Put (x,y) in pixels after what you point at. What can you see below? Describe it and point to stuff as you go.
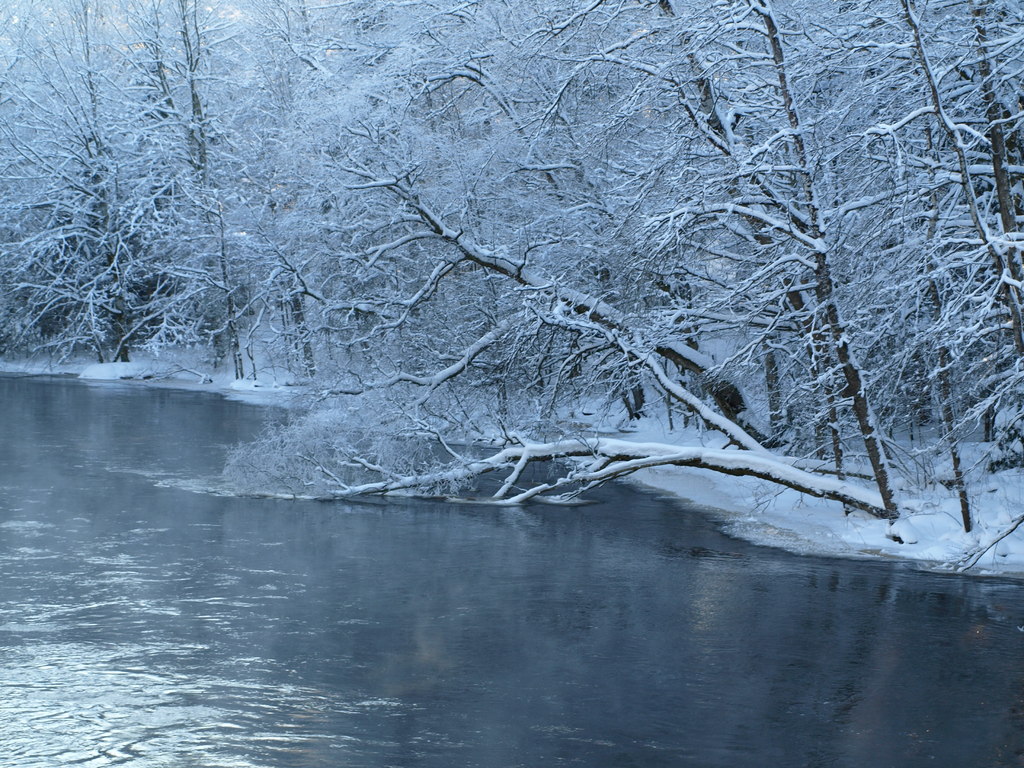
In this picture i see trees (719,245) and water (666,634) and I see a tree (749,455) bent in to the water (255,433).
